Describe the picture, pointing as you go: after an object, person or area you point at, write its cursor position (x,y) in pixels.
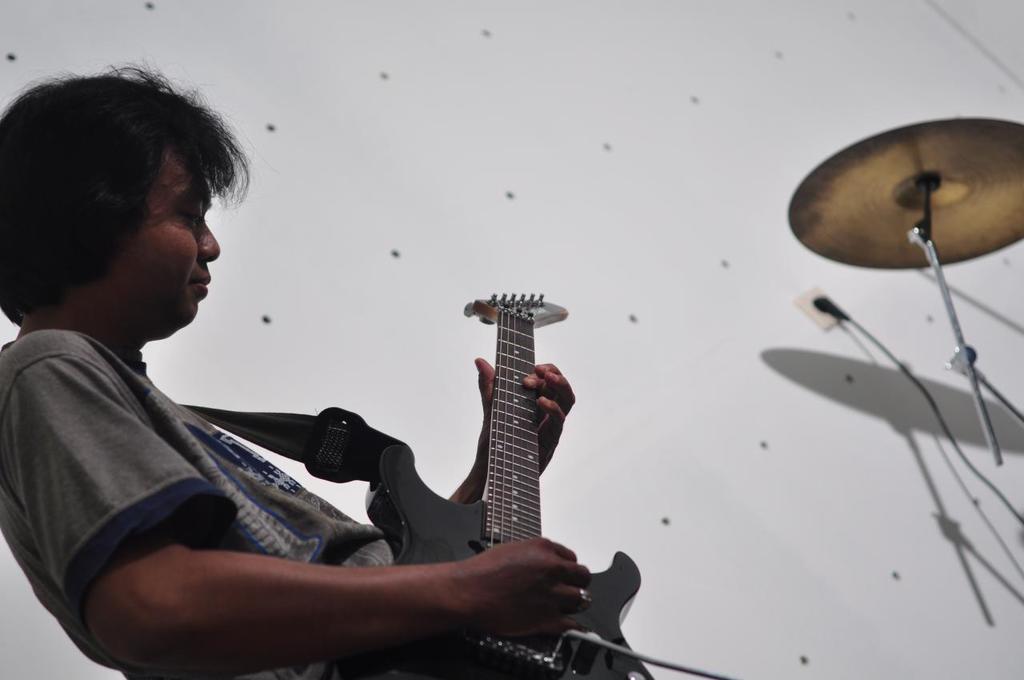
There is a man (208,643) who is playing guitar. This is a musical instrument (872,260) and there is a wall (514,197).
